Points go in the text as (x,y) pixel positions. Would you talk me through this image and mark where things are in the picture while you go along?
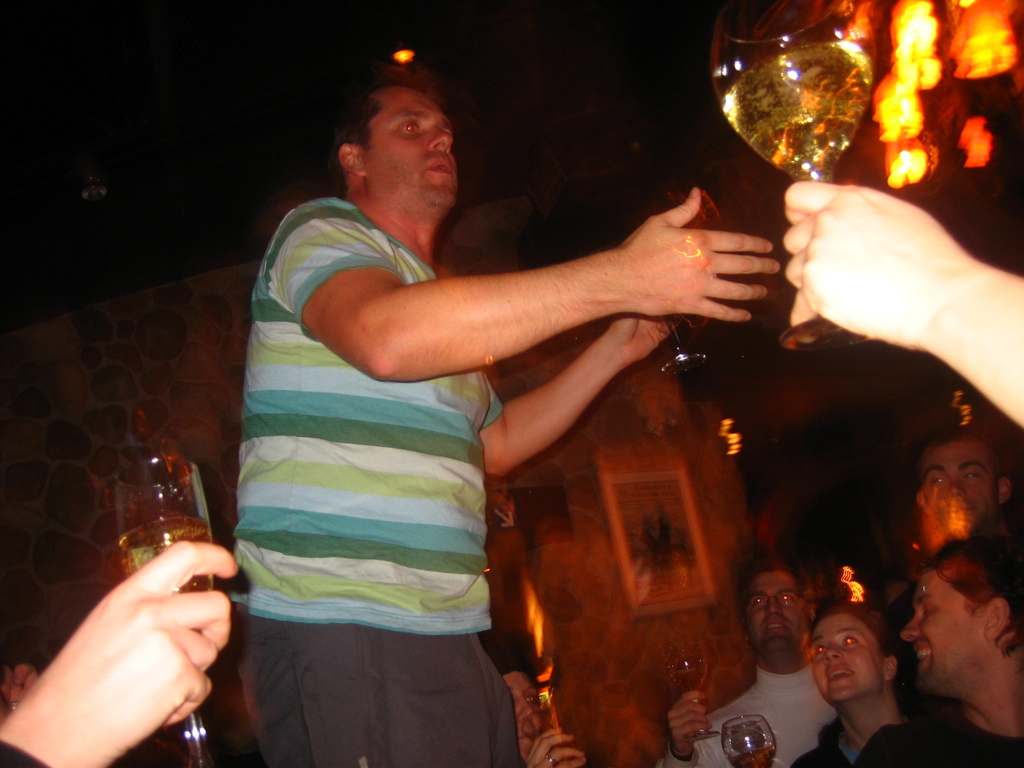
This picture shows a man (382,406) standing on a raised surface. Around him there are some people (817,700) sitting, holding a wine glasses (552,691) in their hands (195,611). In the background (907,98) there is a light (917,116) and a photo frame (646,538) attached to the wall (589,540).
